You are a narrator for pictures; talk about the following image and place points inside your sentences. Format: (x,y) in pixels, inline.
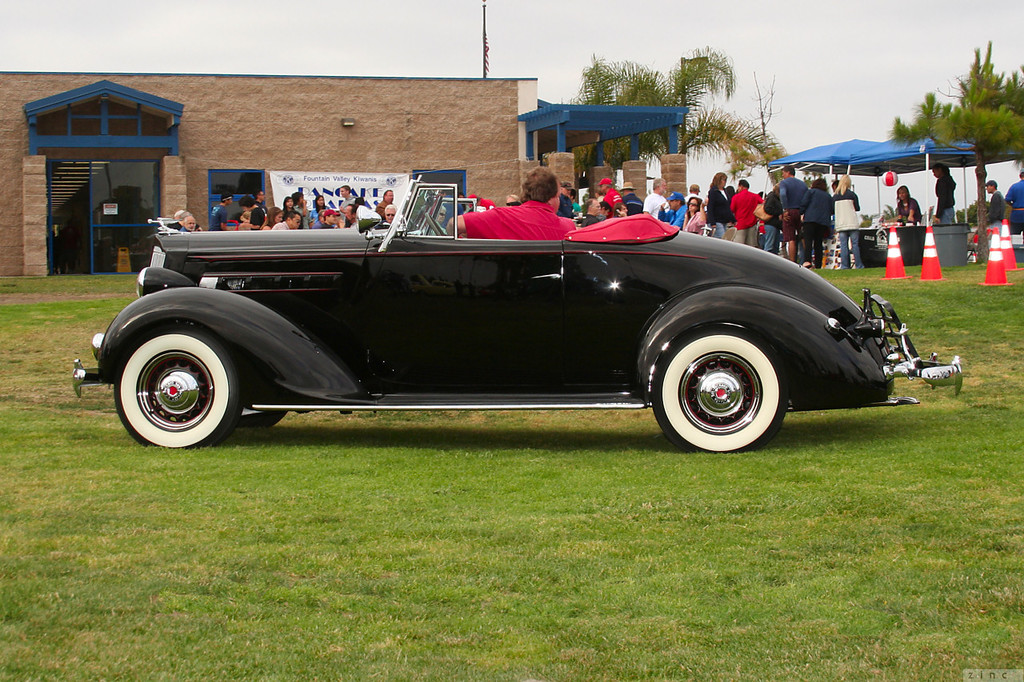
In this image I can see the vehicle (515,333) on the grass (596,532). I can see the person (470,225) in the vehicle (494,267). To the right (938,271) I can see the traffic cones (929,258). In the background (752,232) I can see the group of people (767,235), building (487,129), tents (916,154) and many boards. I can see the trees (639,142) and the sky (683,49).
